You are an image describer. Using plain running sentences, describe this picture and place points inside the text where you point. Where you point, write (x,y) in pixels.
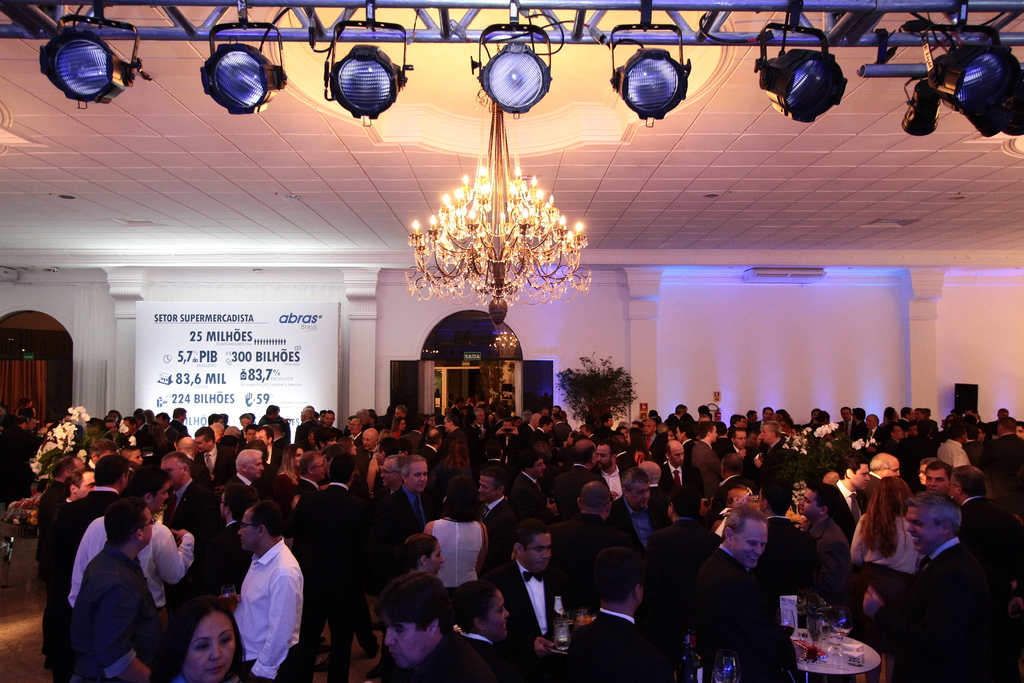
In this image I can see some people (571,535). I can see some objects (838,648) on the table (839,661). In the background (262,399), I can see a board (253,377) with some text (258,375) written on it. I can also see a door (452,376) and a plant (585,398). At the top (474,219) I can see the lights (498,194).
